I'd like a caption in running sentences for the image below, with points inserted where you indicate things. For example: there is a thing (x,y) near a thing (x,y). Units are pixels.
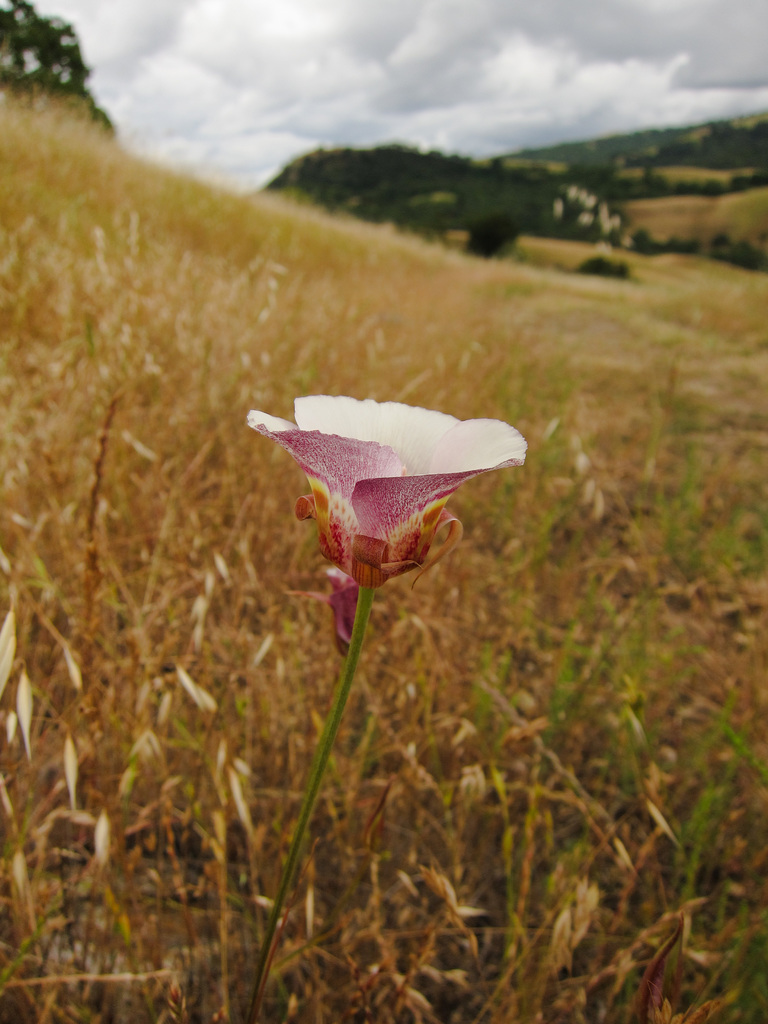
In this picture, there is a flower (387,461) in the center (390,461) which is in white and pink in color. Behind it, there is dried grass (119,263). On the top (352,114), there are trees (319,183), hills (512,178) and a sky (477,73).
